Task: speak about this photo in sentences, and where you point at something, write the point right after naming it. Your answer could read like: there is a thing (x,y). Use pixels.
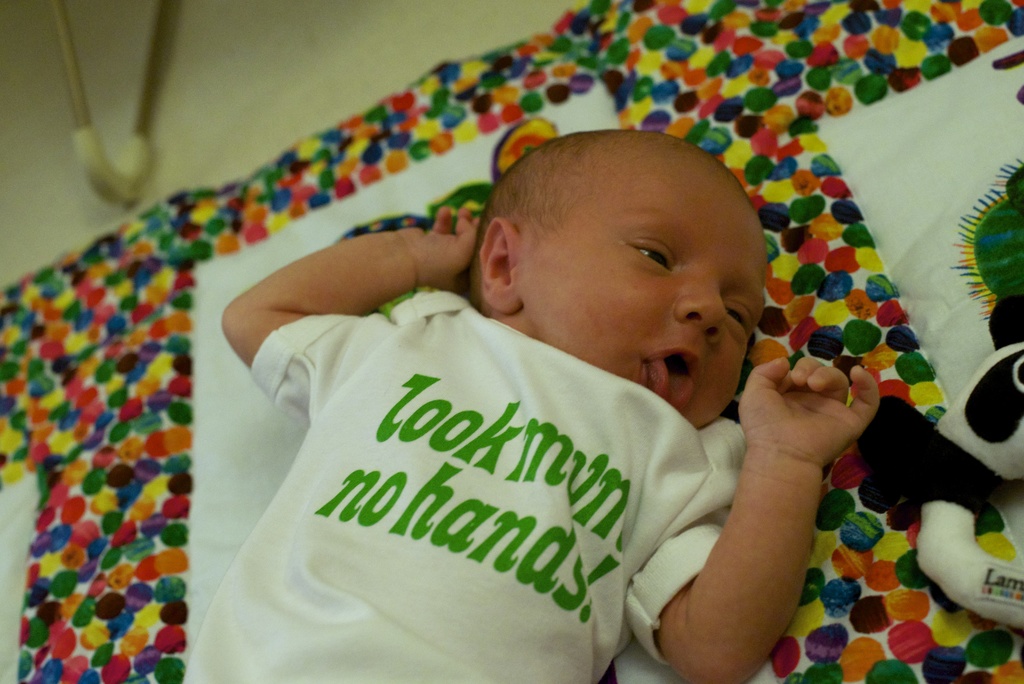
This image consists of a small kid (488,352) wearing a white T-shirt (451,465). On which, there is a text (452,469). He is laying on the floor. At the bottom (843,591), we can see a cloth (868,616). On the right (982,614), there is a doll (959,422).
